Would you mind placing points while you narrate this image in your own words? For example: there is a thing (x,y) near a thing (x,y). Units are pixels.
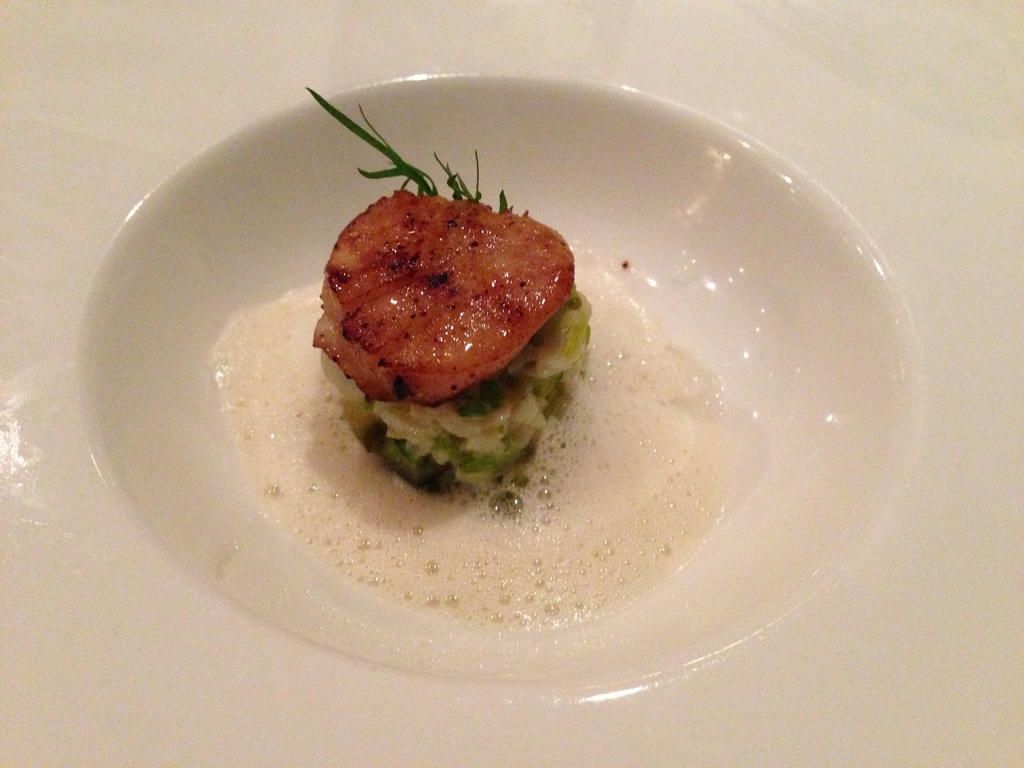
In this picture I can see a plate (172,447) in front (404,123), which is of white in color and I see the food (465,338) which is of red, white and green in color and I see that this plate (194,326) is on the white color surface (892,61).
